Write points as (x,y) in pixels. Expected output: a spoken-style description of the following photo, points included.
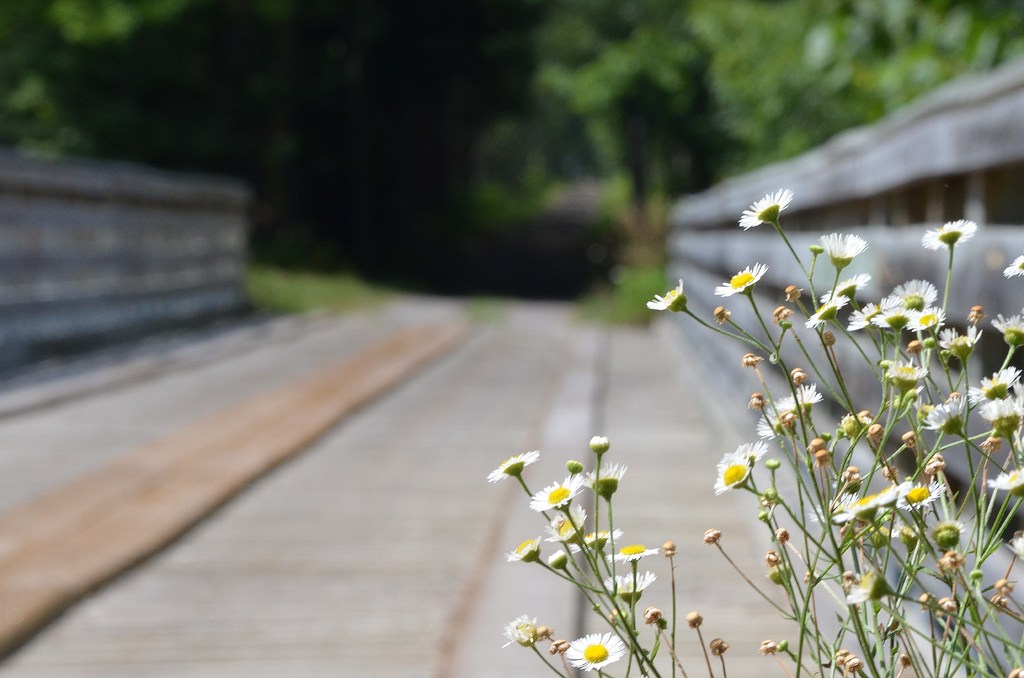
On the right side of the picture (882,376) we can see white flowers (771,209). This is a road (416,487). In the background (617,89) we can see trees (476,175).
